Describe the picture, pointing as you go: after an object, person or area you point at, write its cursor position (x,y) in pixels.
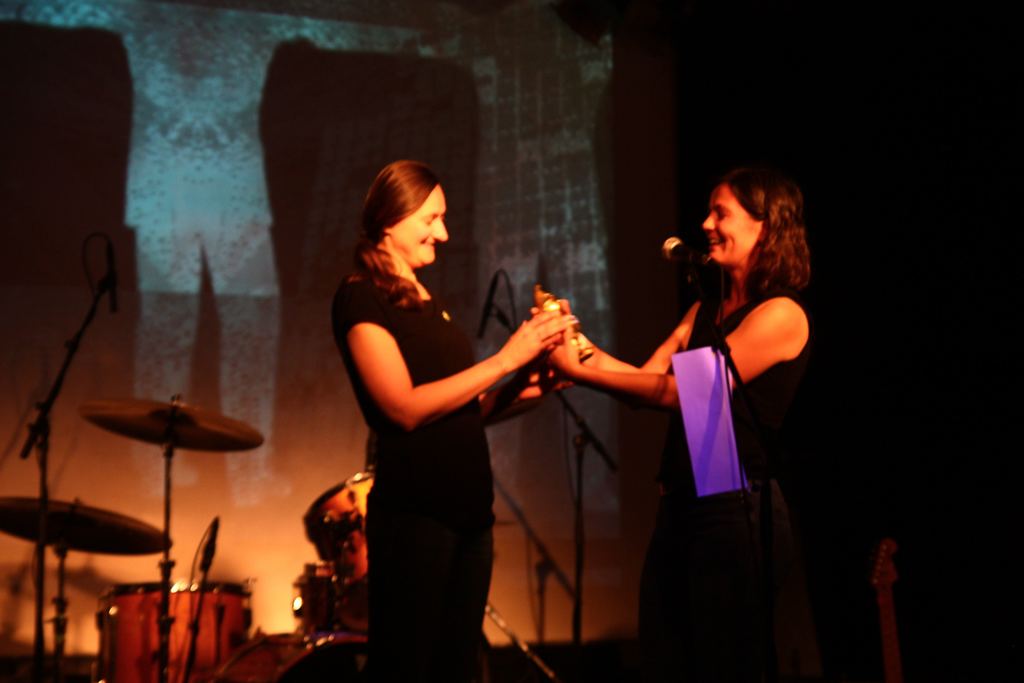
In the middle of the image (388,290), there is a woman (376,250) in a black color dress (470,449), holding an object (552,317) which is held by another woman (761,388) who is smiling and standing in front of a mic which is attached to a stand (726,372). In the background (404,101), there is a screen (400,115) and there are musical instruments (86,541). And the background (902,70) is dark in color.
